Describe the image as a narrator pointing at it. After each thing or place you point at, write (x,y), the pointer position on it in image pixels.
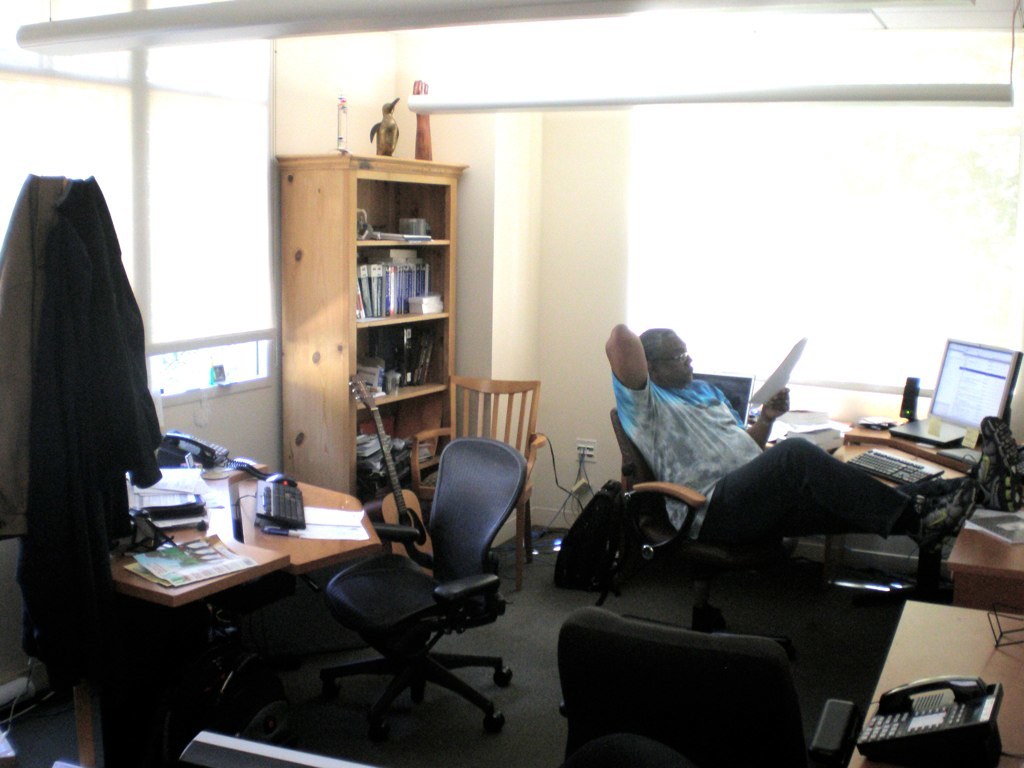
In this image there is a person (742,465) who is sitting on the chair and holding paper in his hand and at the left side of the image (293,376) there are books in the shelves (391,194) and telephones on the table (293,555) and at the right side of the image (982,370) there is a system (972,381).
